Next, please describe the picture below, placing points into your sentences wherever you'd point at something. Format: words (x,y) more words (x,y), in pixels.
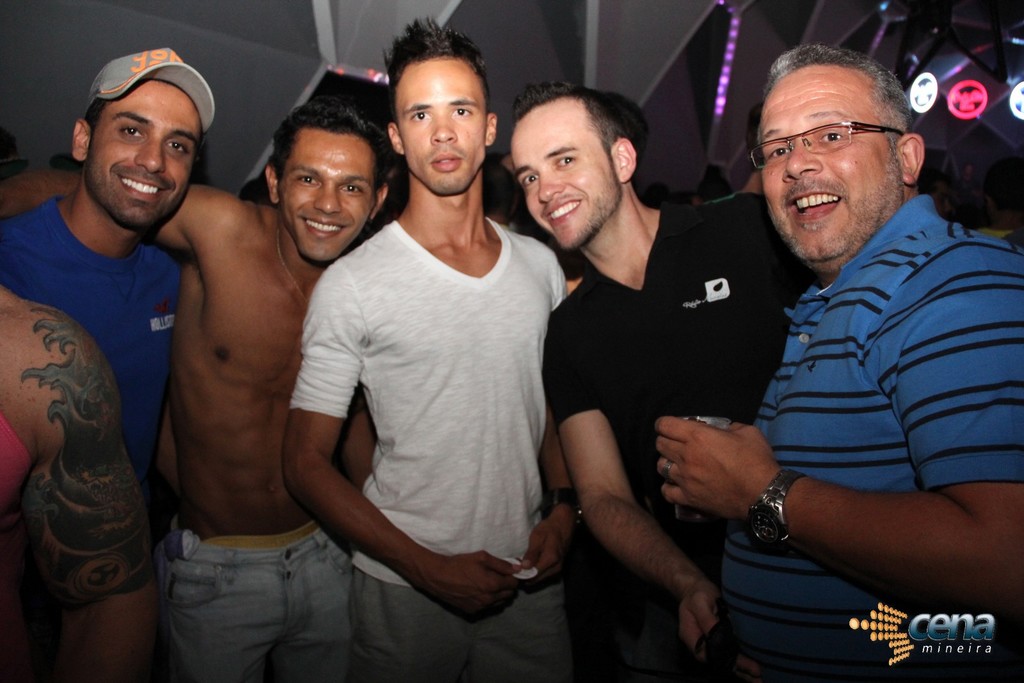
In the foreground of this image (537,401), there are men (278,400) standing and posing to the camera. In the background (282,44), there is ceiling (656,14) and few lights (1018,108).
